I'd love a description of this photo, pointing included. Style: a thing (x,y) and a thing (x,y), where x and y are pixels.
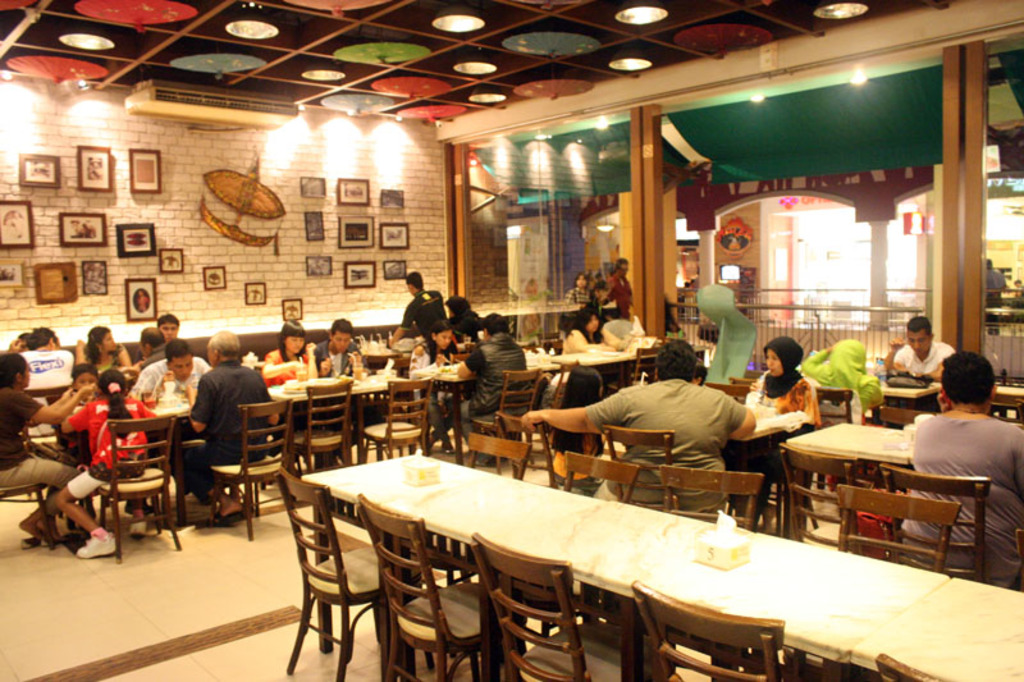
This image was taken in a restaurant (649,437). The restaurant (554,349) is filled with tables (604,527), chairs (326,445) and people (215,388). All the people (249,377) were eating, talking and outside of the restaurant (653,285) the people (625,300) were roaming. Towards the left (90,175) there is a wall (397,141) and wall (69,139) filled with the frames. In the top (268,29) there are some lights (480,69). To the right corner (957,283) there is an entrance (833,86).
